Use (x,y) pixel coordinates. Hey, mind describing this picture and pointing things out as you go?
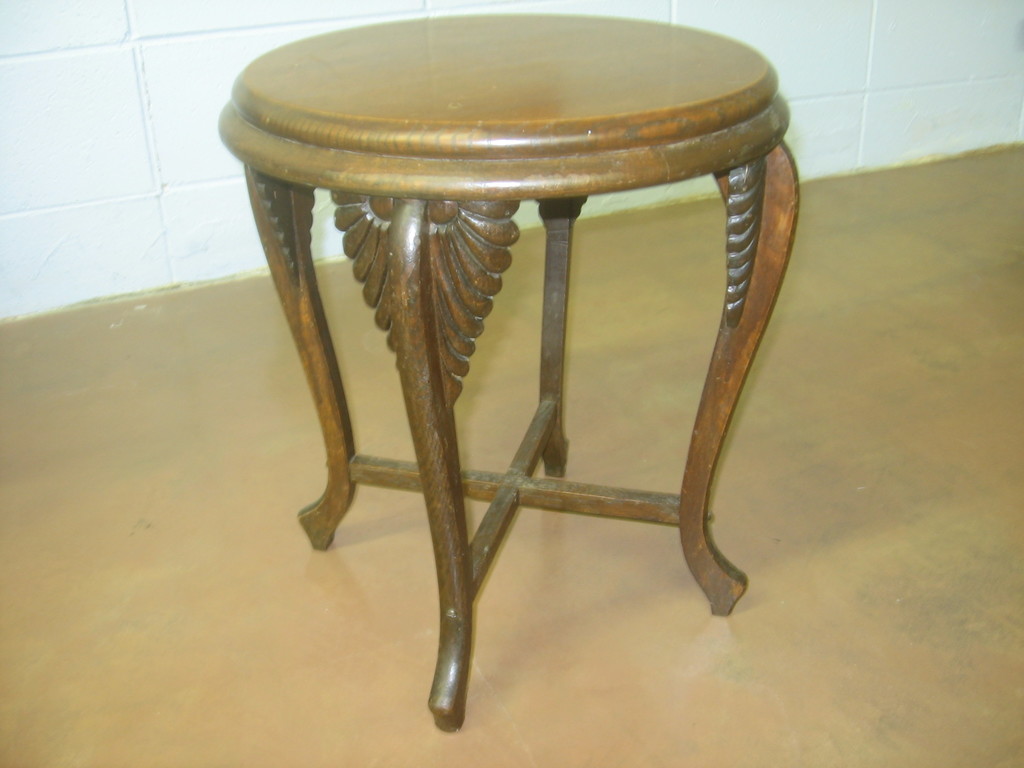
Here there is stool (501,503) on the floor (358,580), this is wall (157,140).
